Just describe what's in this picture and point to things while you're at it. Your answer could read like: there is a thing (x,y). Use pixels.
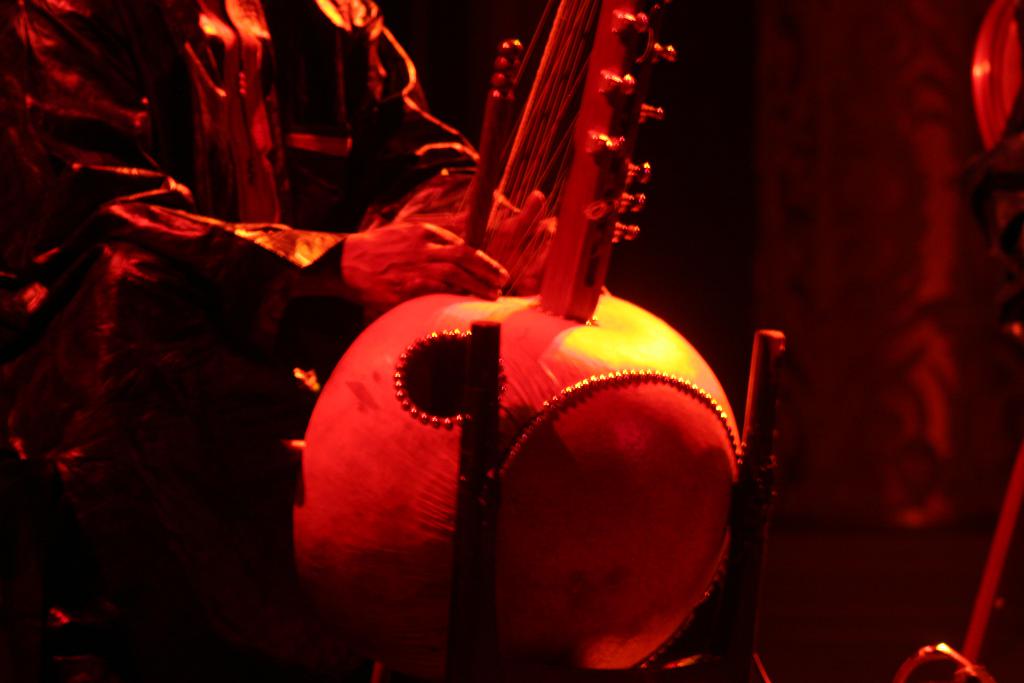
In this picture we can see a person (76,206), some objects (664,350) and in the background (710,126) it is dark.
